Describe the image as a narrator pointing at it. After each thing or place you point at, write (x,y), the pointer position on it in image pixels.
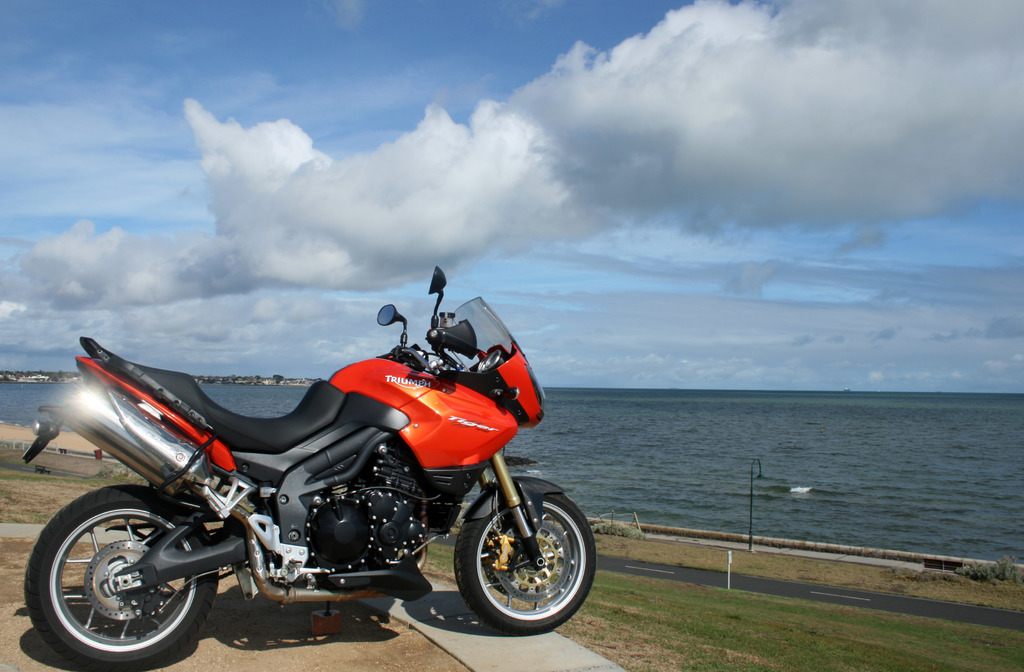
In this image there is a bike (215,517) parked on the surface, in front of the bike (536,556) there is grass (704,603), road (707,577), in the background of the image (632,451) there is water (650,419).
